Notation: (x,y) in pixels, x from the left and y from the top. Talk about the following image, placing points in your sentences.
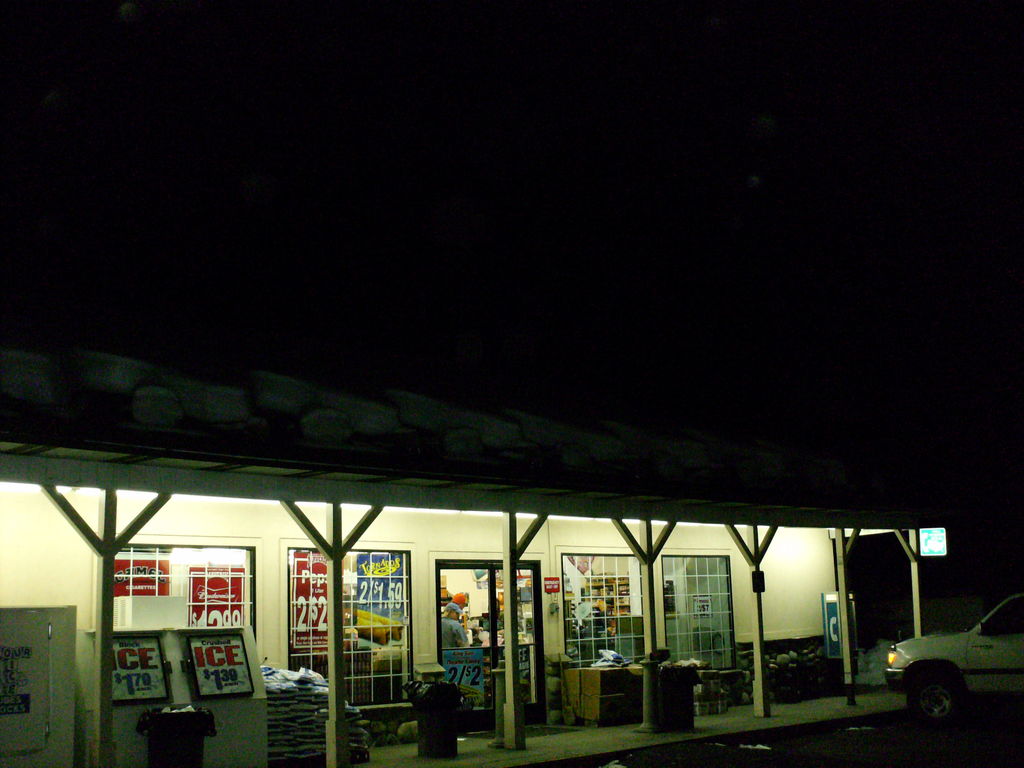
In this image we can see vehicle (984,635), poles (329,602), building (285,595), windows (313,614), door (444,611), person (455,612). In the background (601,147) there is sky (536,120).
